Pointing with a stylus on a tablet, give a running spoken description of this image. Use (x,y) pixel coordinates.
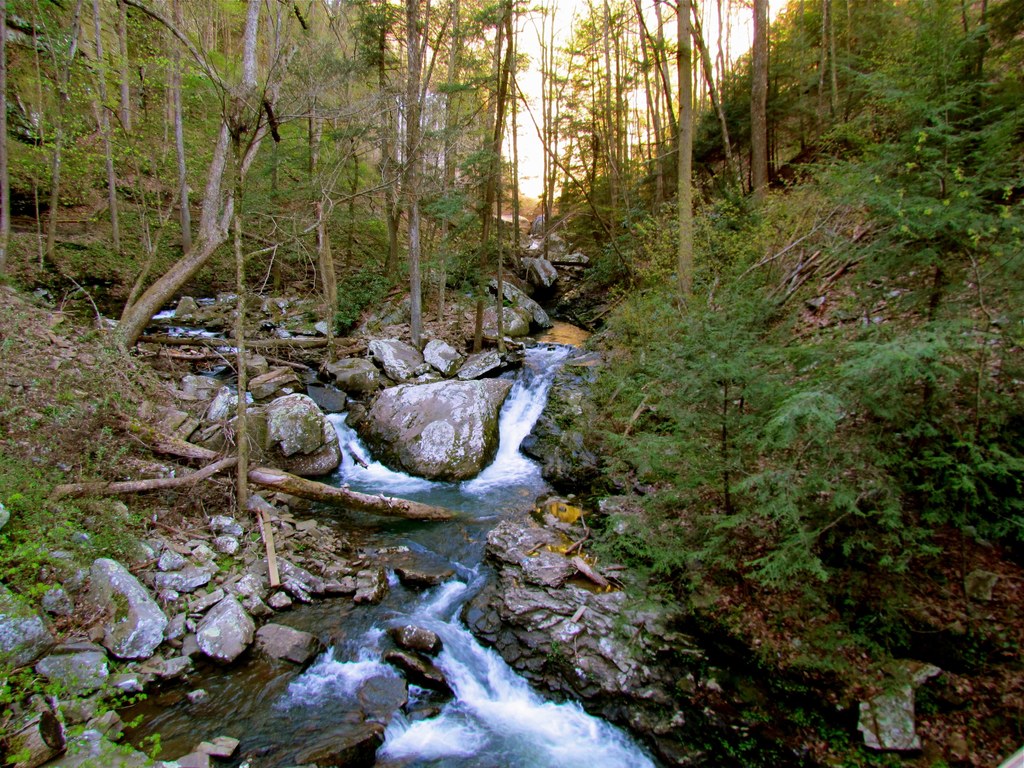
In this image we can see the water flow (414,749), rocks (445,575), plants (16,583), trees (444,6) and the sky (670,23) in the background (503,202).
